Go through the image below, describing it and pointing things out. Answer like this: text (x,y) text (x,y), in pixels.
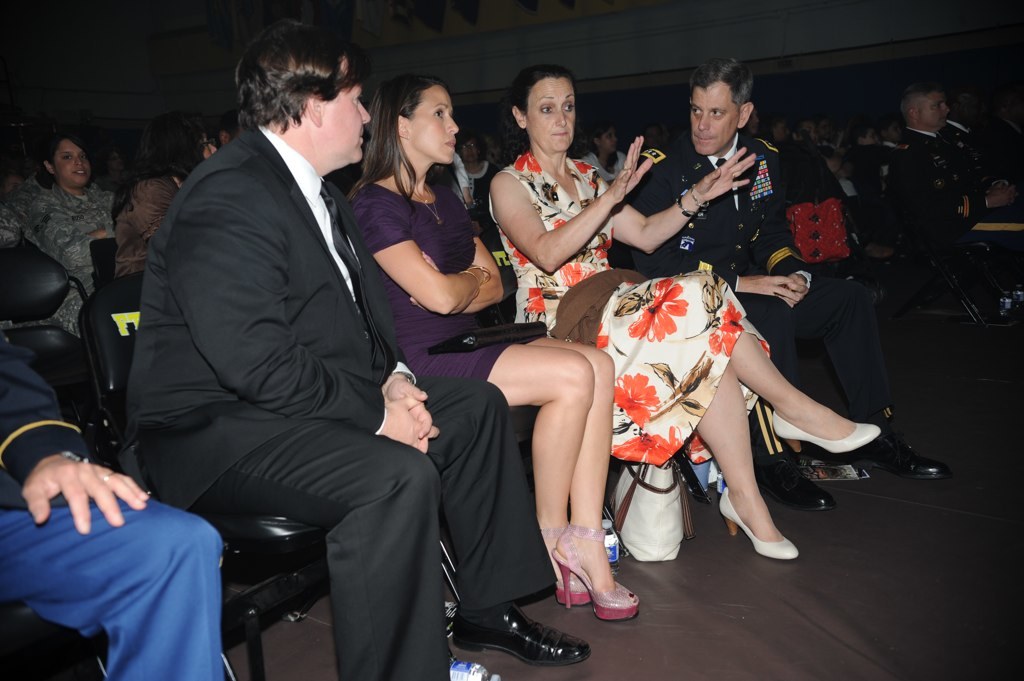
In this picture there are group of people (436,187) sitting on chairs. In the center (383,409), there are four people (707,243). Among them, there are two men (167,234) and two women (394,239). Men (219,214) are sitting on either side of the women (566,266). Both of them are wearing black clothes (729,233). One of the woman (383,275) is wearing purple dress (429,365) and another woman (678,383) is wearing floral print dress (621,388). In the background (99,153) there are people (837,139).
